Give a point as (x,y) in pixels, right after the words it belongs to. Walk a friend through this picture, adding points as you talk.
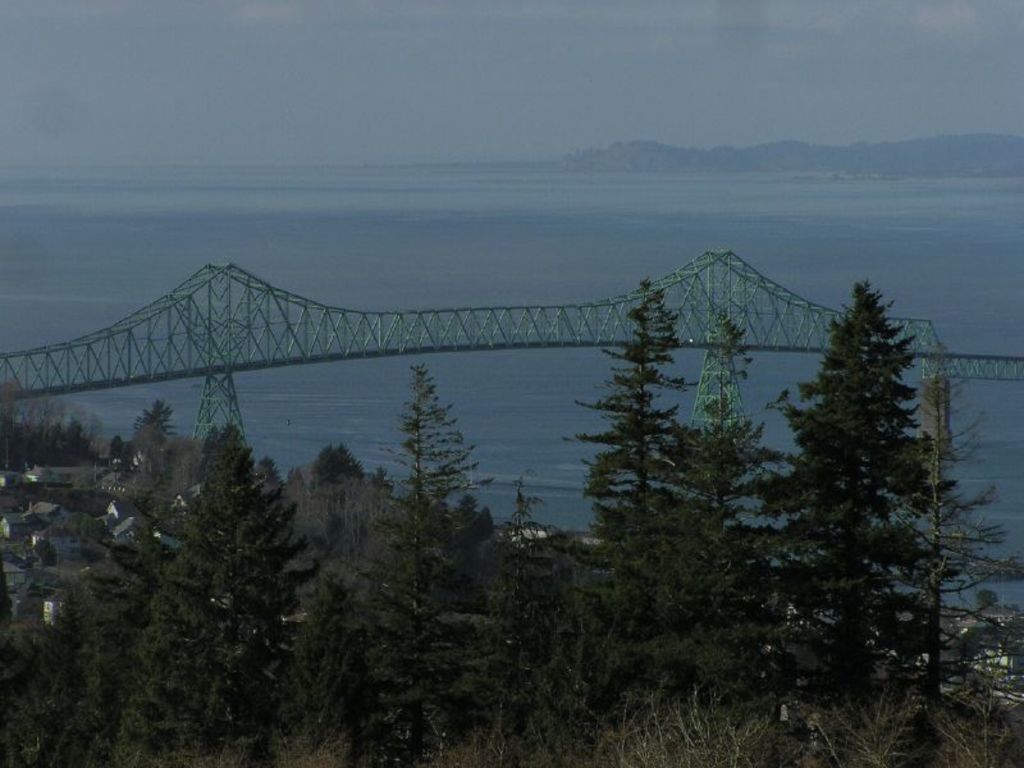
In this image there is the water (525,362). There is a bridge (228,329) across the water (952,341). At the bottom (284,611) there are trees (232,533) and houses (56,506) on the ground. In the background (723,148) there are mountains (669,170). At the top (392,103) there is the sky (392,103).
